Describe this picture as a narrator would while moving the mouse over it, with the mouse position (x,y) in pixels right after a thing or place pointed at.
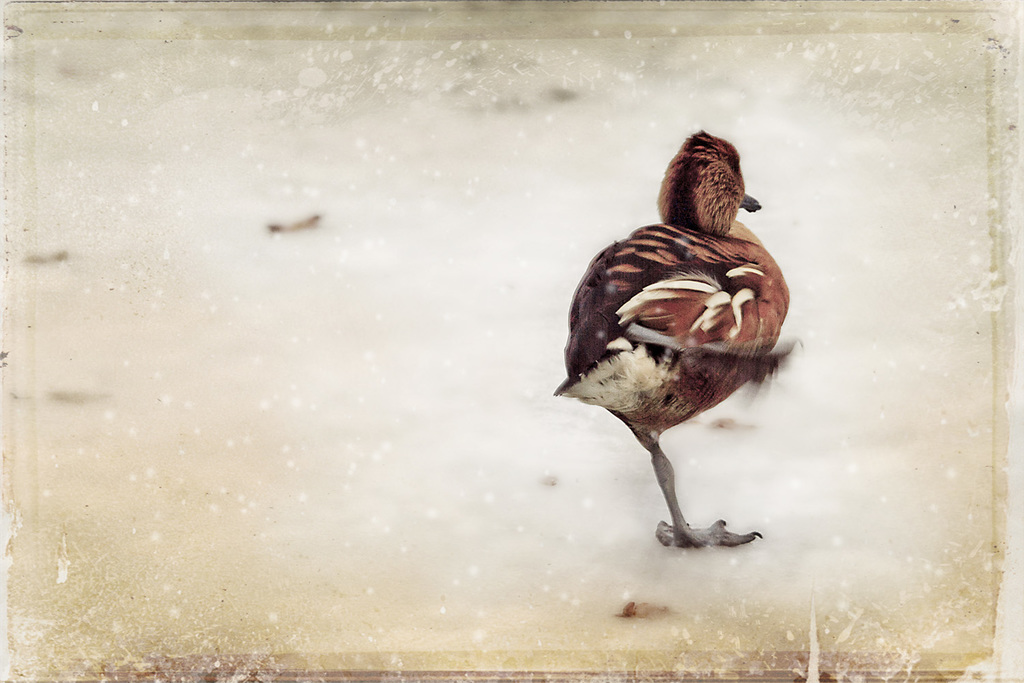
In this image, we can see a bird (602,290) and the ground (289,348).
